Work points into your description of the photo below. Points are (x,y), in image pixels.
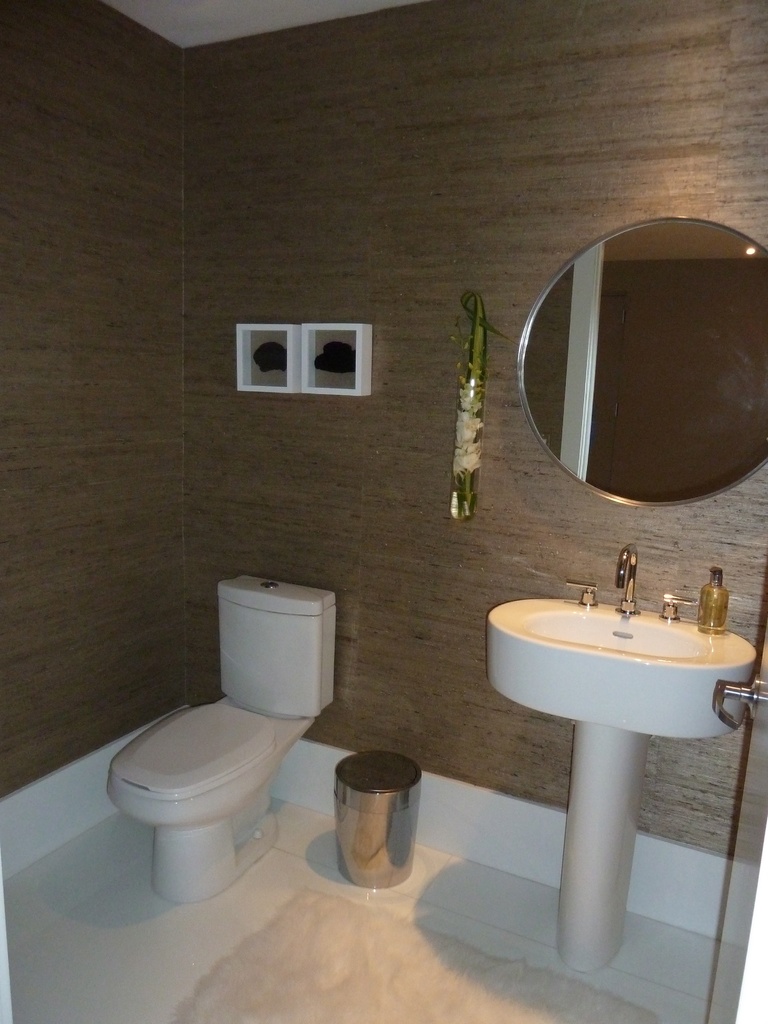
In this image, we can see commode (199,793), dustbin (403,782), sink (612,663) with taps (631,613), bottle (709,613) and handle (716,713). At the bottom of the image (121,978), we can see the floor (202,935) and floor mat (374,975). In the background (374,547), there are showpieces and mirror (584,413) on the wall (363,453). On this mirror (606,386), we can see reflections (637,363).
